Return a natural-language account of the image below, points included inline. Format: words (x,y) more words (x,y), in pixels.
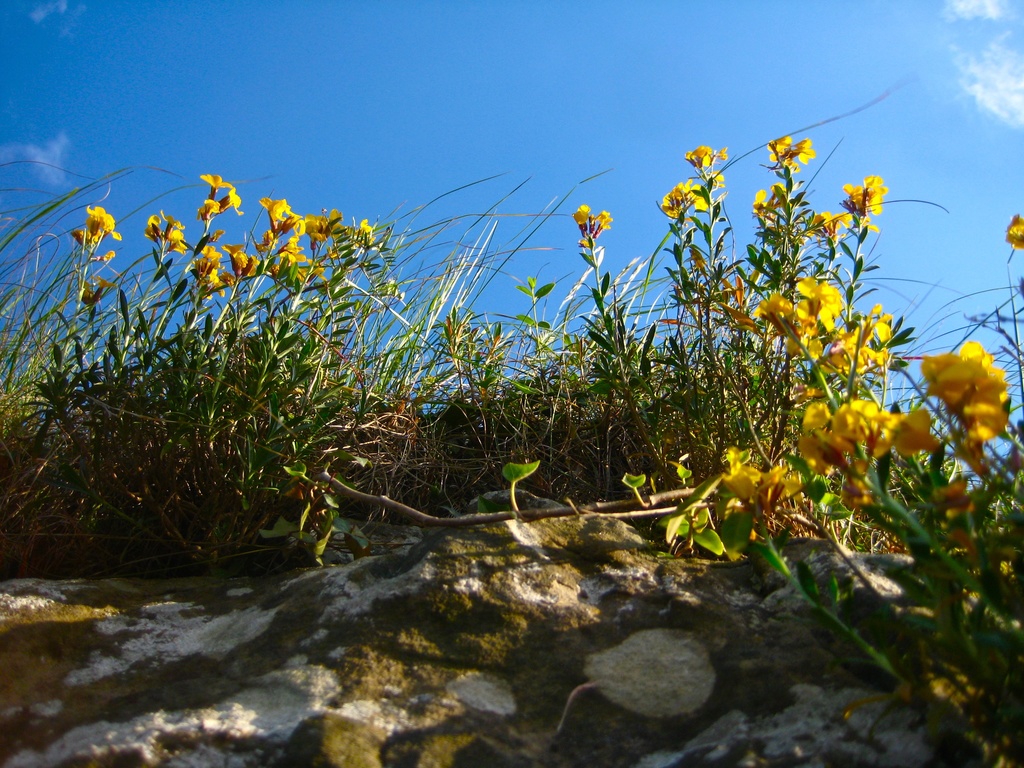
In this picture, at the top (579,237) the sky (454,165) is blue. At the center (358,357) we see green grass (238,382) with yellow flowers (291,261) and at the bottom (60,702) we see a rock (392,640) and moss (371,669).
